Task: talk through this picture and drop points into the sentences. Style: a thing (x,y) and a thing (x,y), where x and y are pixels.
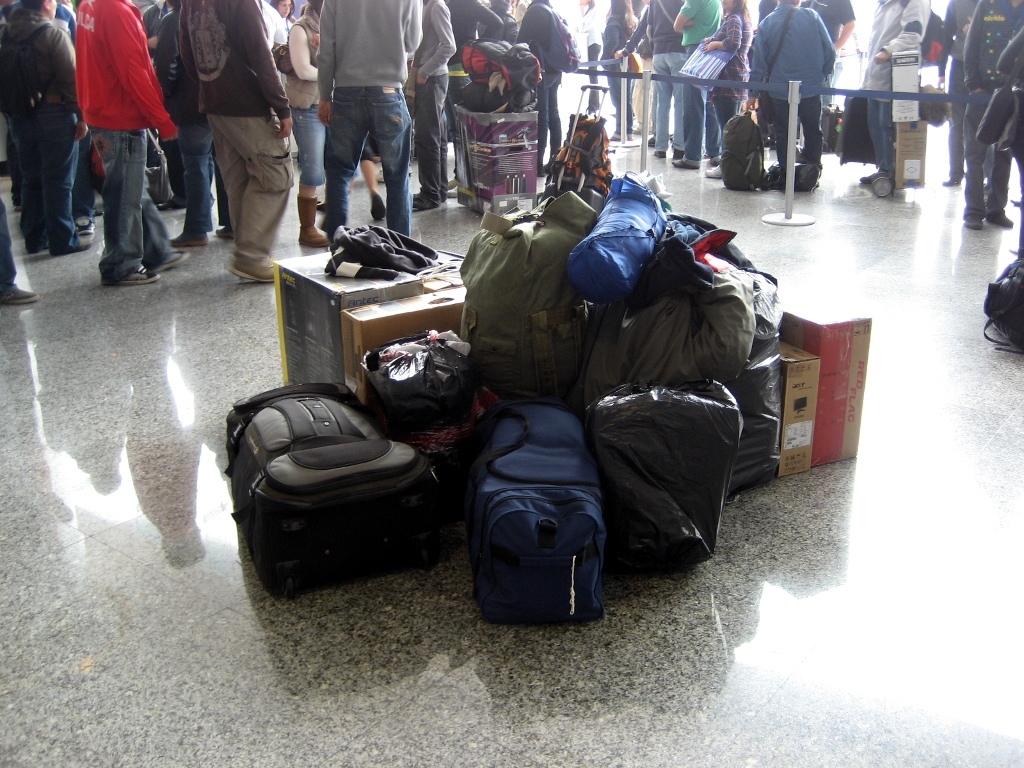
In this image all the luggage (270,425) of the passenger (259,93) is kept on the floor (756,509). At the background (564,70) there are people (636,47) standing in the queue (811,51) with their luggages (747,140) in the hand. There are bags (581,144), boxes (518,185), covers (414,377), trolleys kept on the floor (795,617). To the left side (228,149) there are people (191,67) who are walking with their luggage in their hand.
